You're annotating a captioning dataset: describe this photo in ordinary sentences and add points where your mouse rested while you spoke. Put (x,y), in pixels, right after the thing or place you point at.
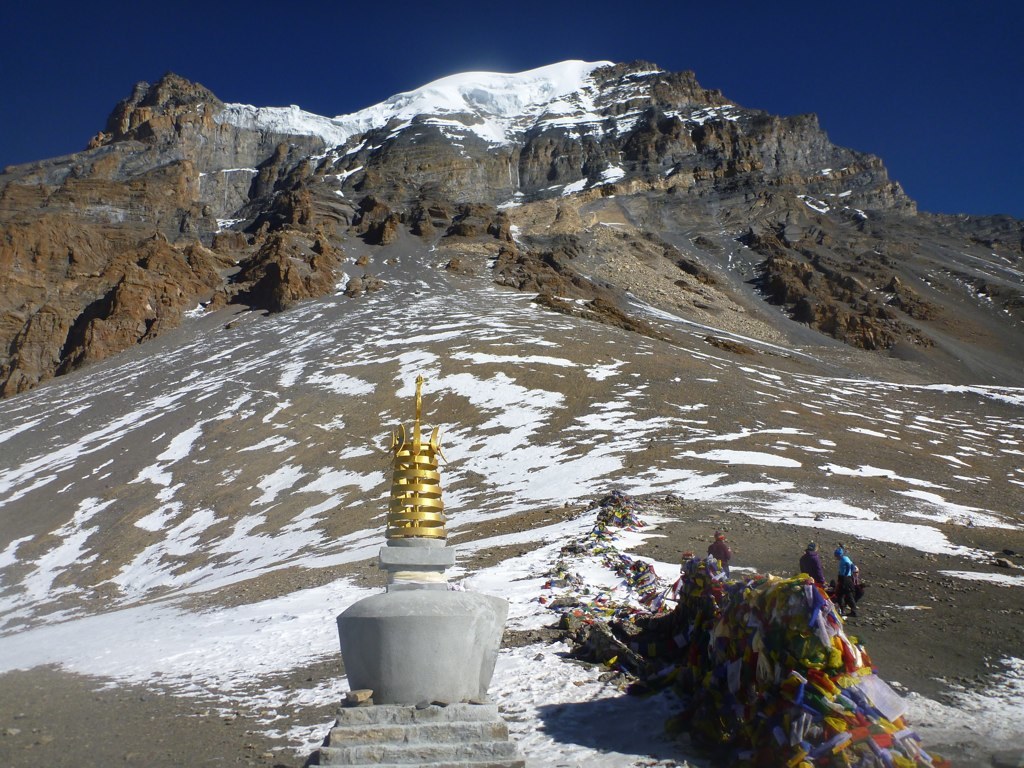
In the picture I can see the snow (504,568), people (717,558) standing on the ground (749,555), mountain (450,420) and some other objects (783,662). In the background (297,63) I can see the sky (383,62).
